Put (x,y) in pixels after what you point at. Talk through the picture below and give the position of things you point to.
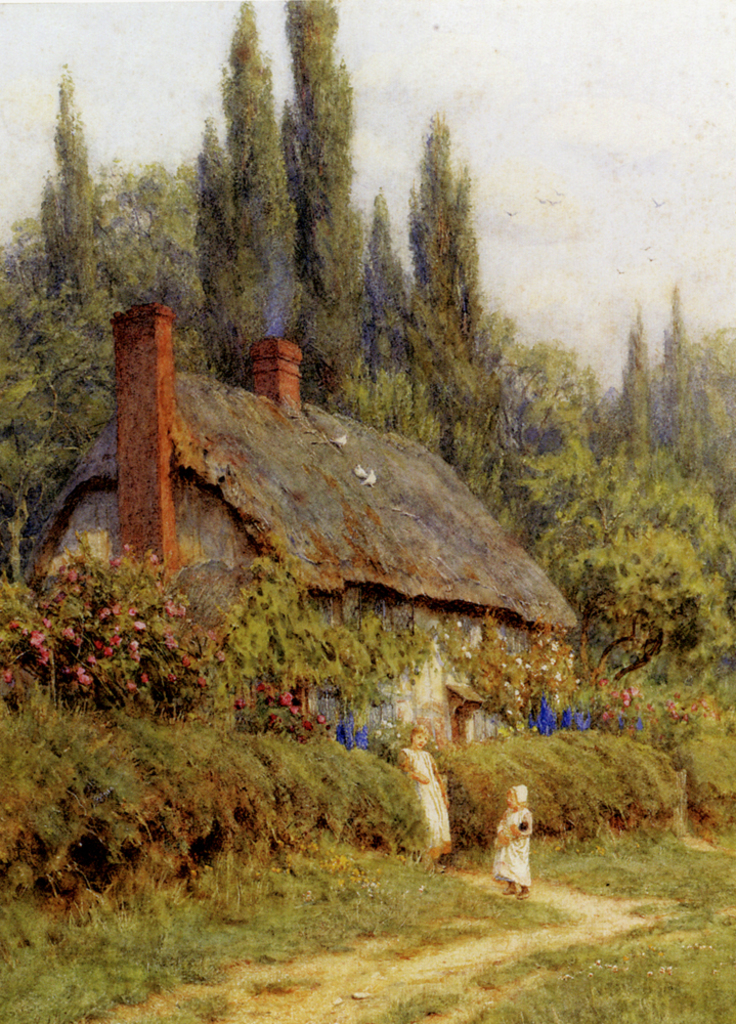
In the given image I can see the hut (417,693), flowers (188,659), plants (351,699), grass (258,906) and some other objects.
